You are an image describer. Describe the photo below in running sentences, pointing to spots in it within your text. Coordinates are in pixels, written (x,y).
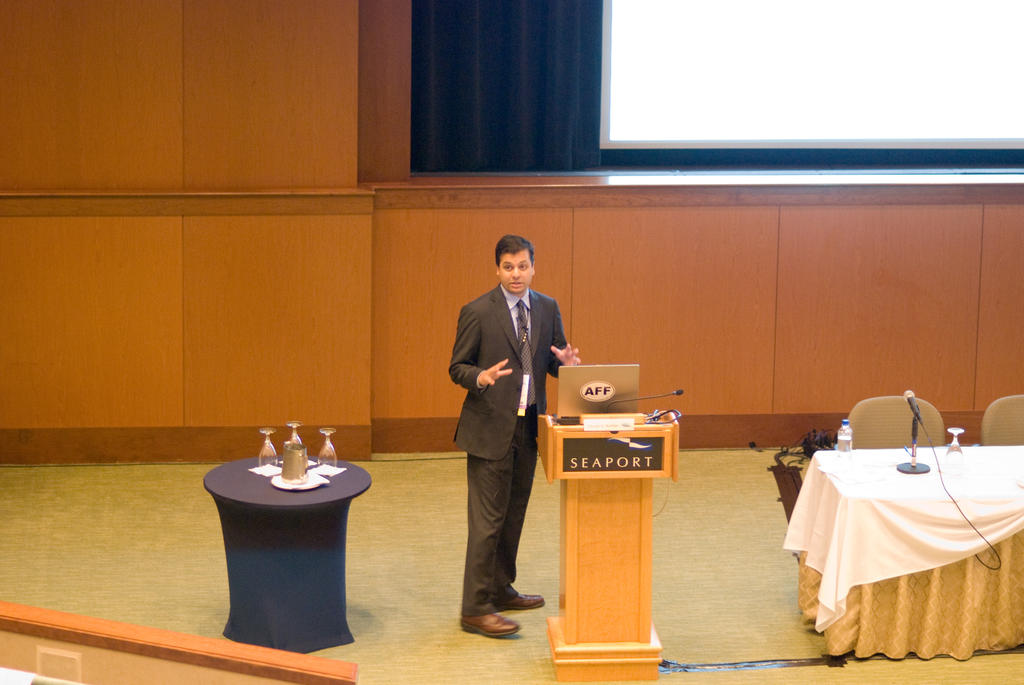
In this picture we can see a man (514,405), in front of him we can find a laptop (593,400) and a microphone (621,399) on the podium (634,417), beside to him we can find few glasses (297,430), bottle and a microphone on the tables (853,514), in the background (775,77) we can see a projector screen (754,106).
